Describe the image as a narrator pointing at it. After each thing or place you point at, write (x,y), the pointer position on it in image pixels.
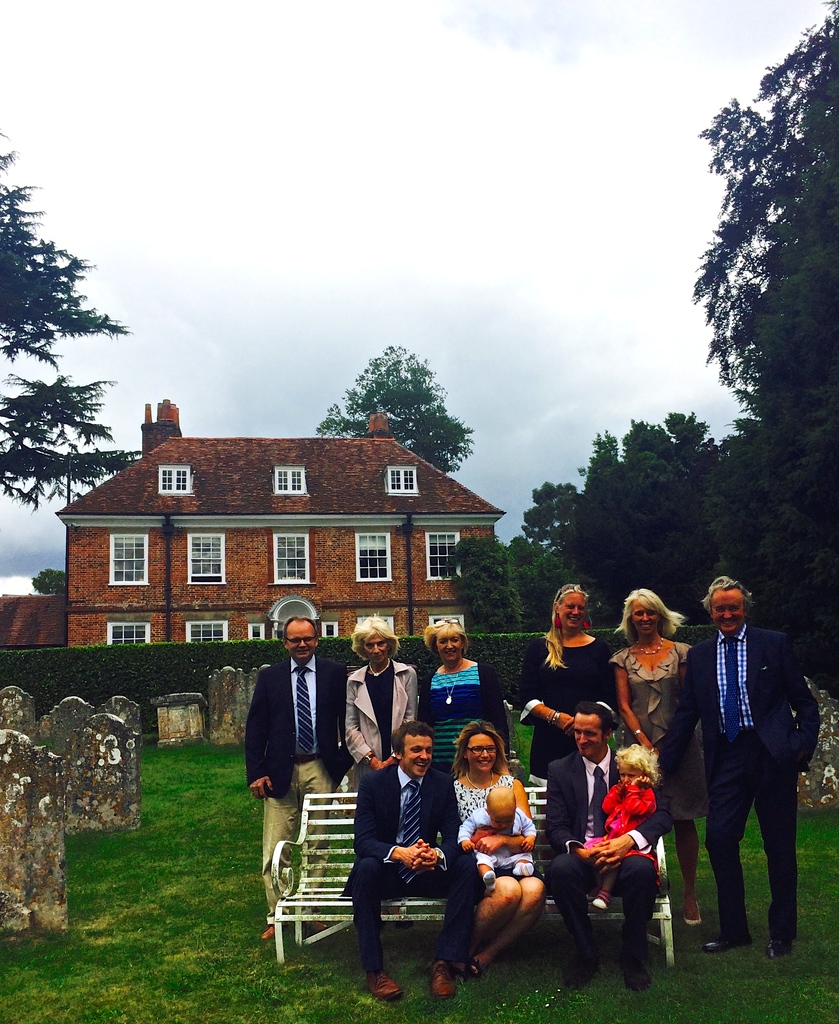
In this picture I can see few people (646,835) sitting on the bench (550,902) and I can see woman (483,839) holding a baby (492,867) and man (591,808) holding a girl (613,834) and I can see few people (527,715) standing in the back (311,667). I can see few gravestones (100,792), trees (749,555), a building (331,505) and a cloudy sky (372,228).
